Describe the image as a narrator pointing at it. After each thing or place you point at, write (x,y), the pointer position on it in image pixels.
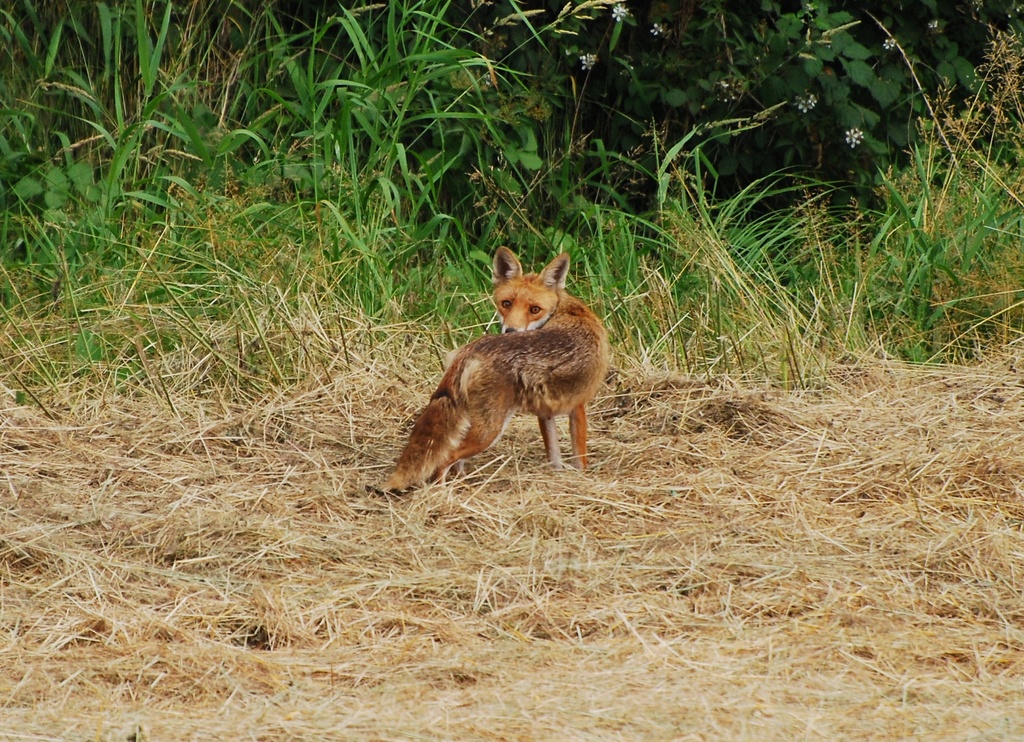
In this image we can see an animal (528,395) on the dried grass (501,527). On the backside (617,348) we can see some plants (566,215).
